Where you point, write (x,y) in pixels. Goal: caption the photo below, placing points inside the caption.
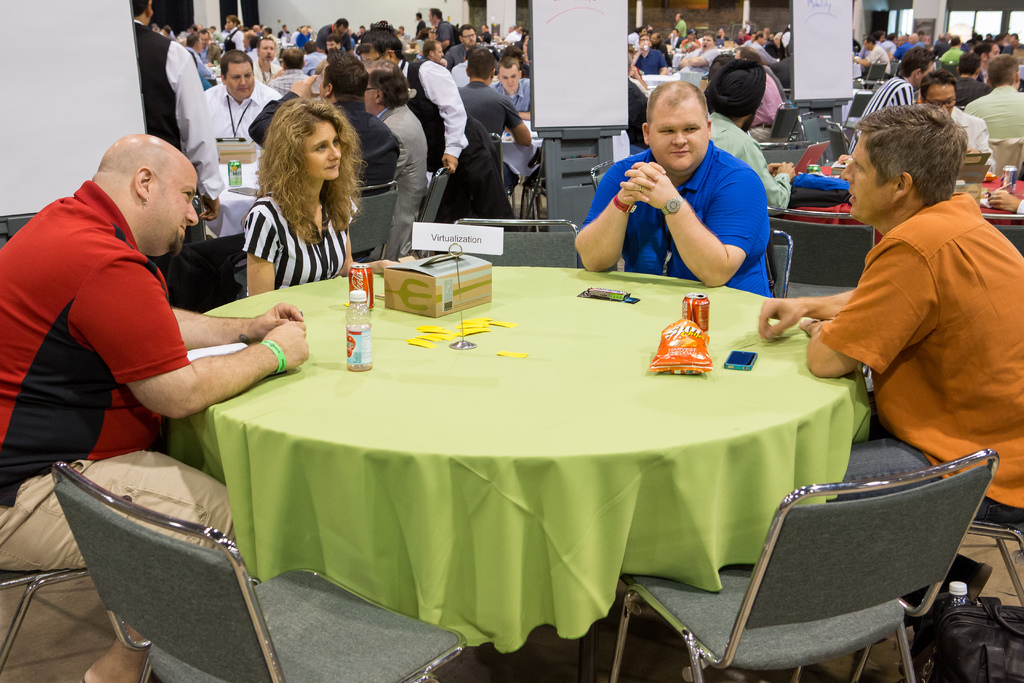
A group of people (954,294) are sitting on the chairs (793,222) around a table (390,369). There is a bottle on the table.
